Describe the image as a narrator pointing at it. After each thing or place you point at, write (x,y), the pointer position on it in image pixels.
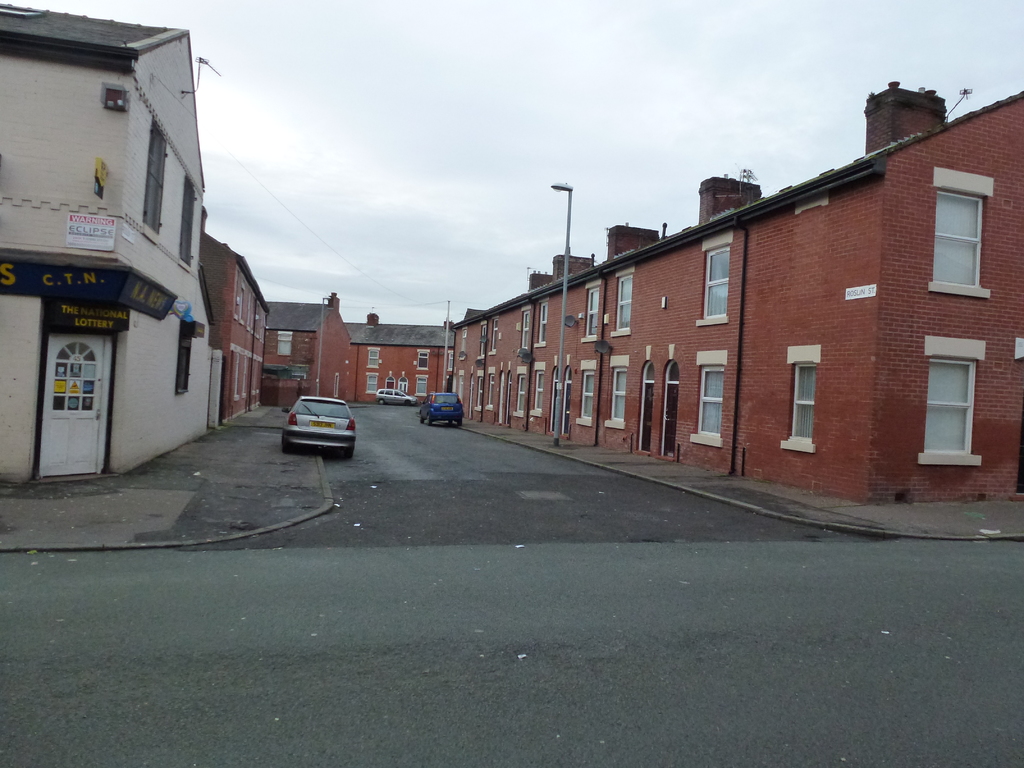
In this image we can see roads (402,509). There are cars (454,398). To both sides of the image there are houses (467,318) with windows (542,306). At the top of the image (396,82) there is sky (396,82).
